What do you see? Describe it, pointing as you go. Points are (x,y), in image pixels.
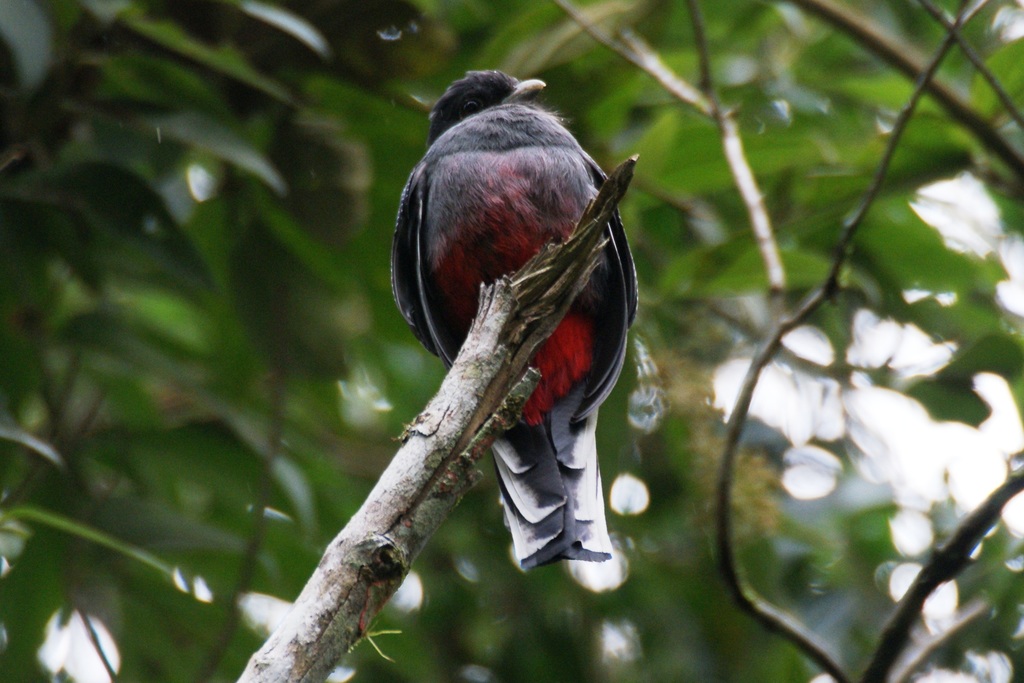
In the picture we can see a tree stem (426,433) on it, we can see a bird (620,301) which is black in color and some under it we can see some red and white in color and behind the bird (565,492) we can see some plants (762,497).
